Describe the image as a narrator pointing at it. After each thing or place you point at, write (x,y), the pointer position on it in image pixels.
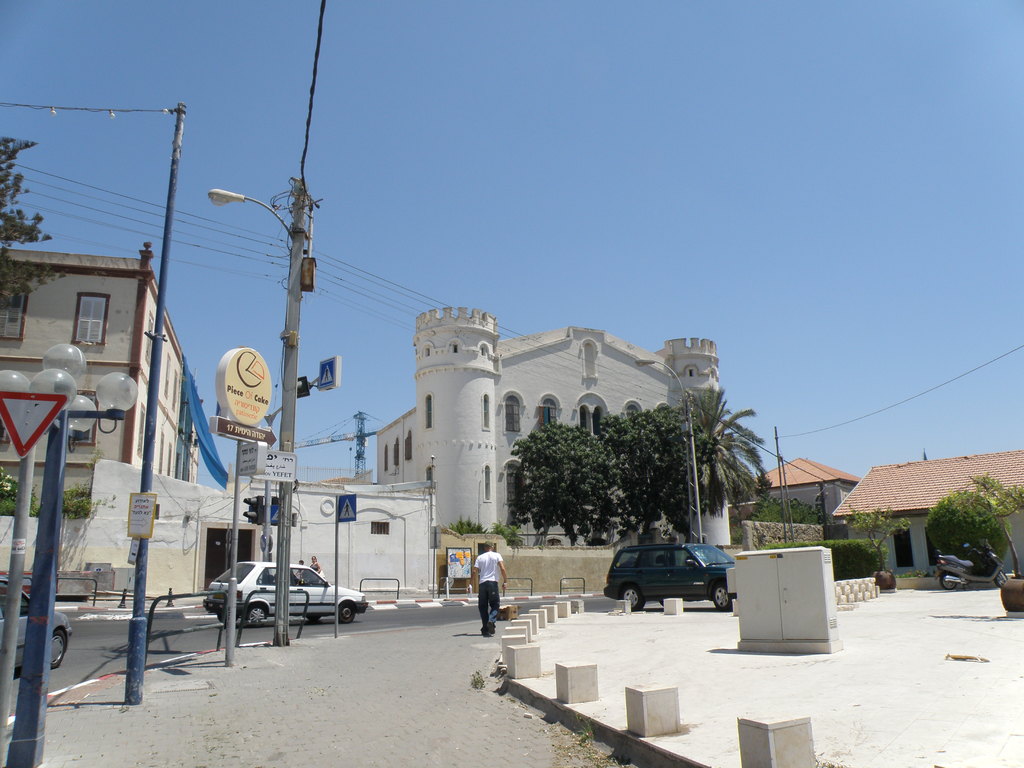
In this picture we can see the buildings (482,381), trees (567,501), wall (305,497), door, windows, boards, electric light poles (693,439), wire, tower (463,361) and some vehicles (615,580). In the center of the image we can see a man (488,584) is walking. At the bottom of the image (487,725) we can see the road (469,689). At the top of the image (600,146) we can see the sky (537,101).
